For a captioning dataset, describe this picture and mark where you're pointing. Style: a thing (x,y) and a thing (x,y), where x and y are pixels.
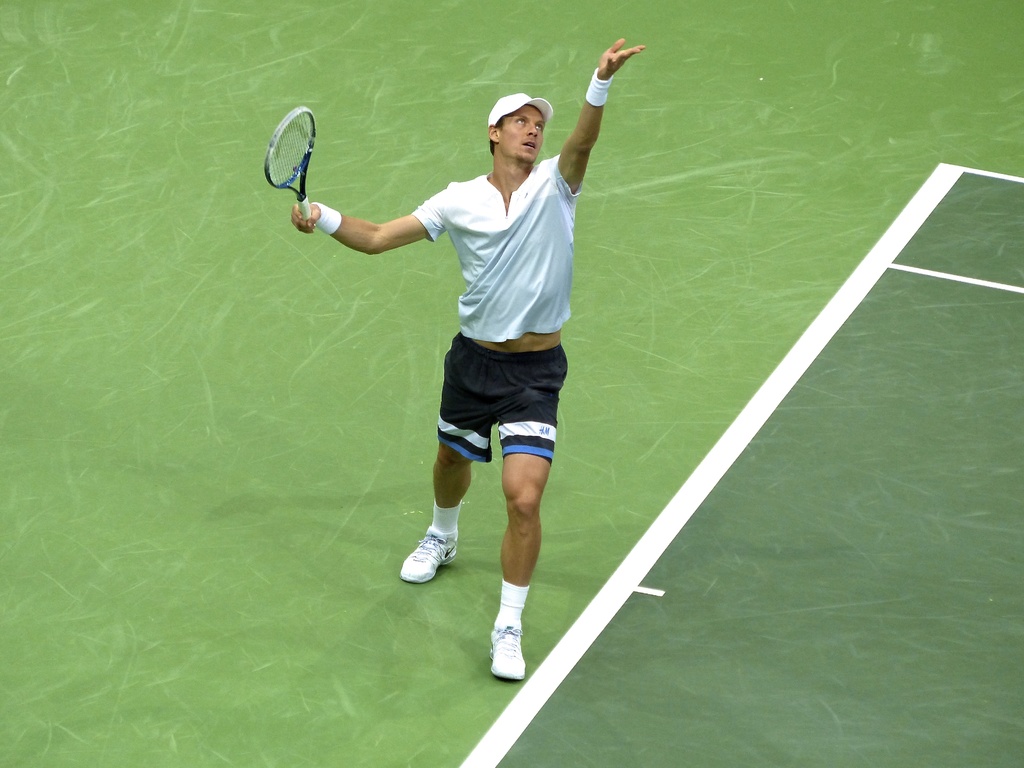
In this image, I can see the man (496,281) standing and holding a tennis racket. The background (376,204) looks green and white in color.
